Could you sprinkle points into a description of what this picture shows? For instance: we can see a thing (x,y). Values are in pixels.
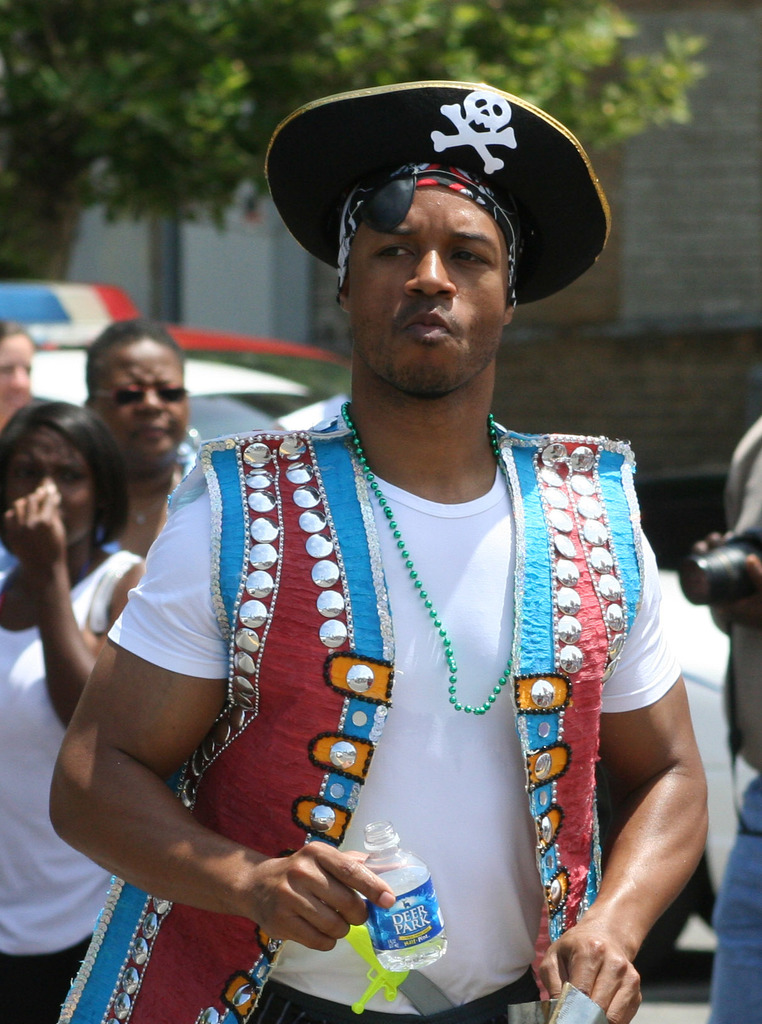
In this image in front (171,998) there is a person (296,874) holding the water bottle (420,908) in one hand (352,878) and some object (549,1006) on the other hand (575,944). Behind him there are a few other people (741,522). In the background of the image (25,193) there is a car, tree (284,58) and there is a wall (712,179).
